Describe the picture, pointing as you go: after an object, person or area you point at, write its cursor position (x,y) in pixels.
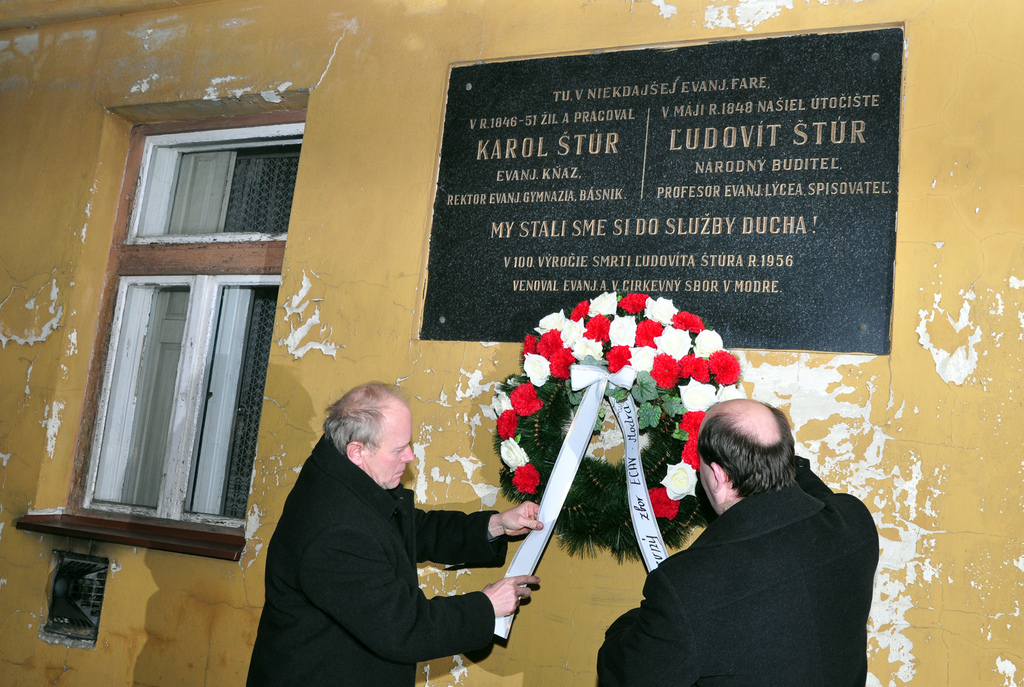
In this picture there are two old men (420,561) wearing black color coat (699,560), holding white and red color flower wreath (587,520), placing on the yellow color wall (953,530). Above there is a black color naming stone (469,281) in the wall (48,467). Beside there is a white color window (168,433).
